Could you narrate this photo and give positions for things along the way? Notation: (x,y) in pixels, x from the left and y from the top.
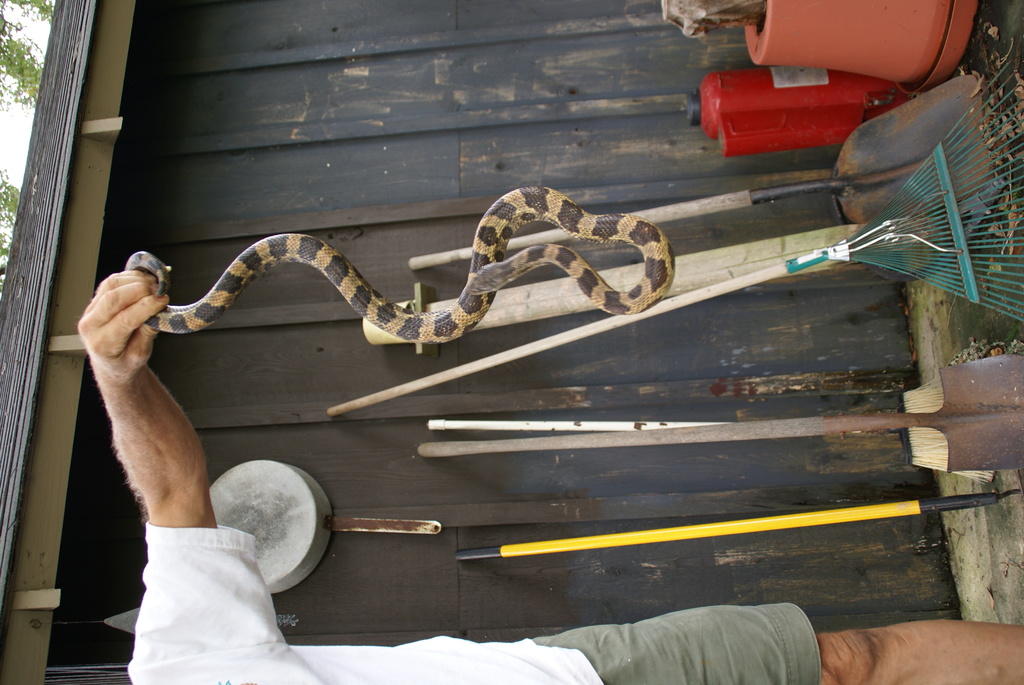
This picture shows a man (975,643) standing and holding a snake (455,314) in his hand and we see couple of brooms (974,284) and couple of digging tools (967,416) and we see a house (191,115) and a tree (37,41).
